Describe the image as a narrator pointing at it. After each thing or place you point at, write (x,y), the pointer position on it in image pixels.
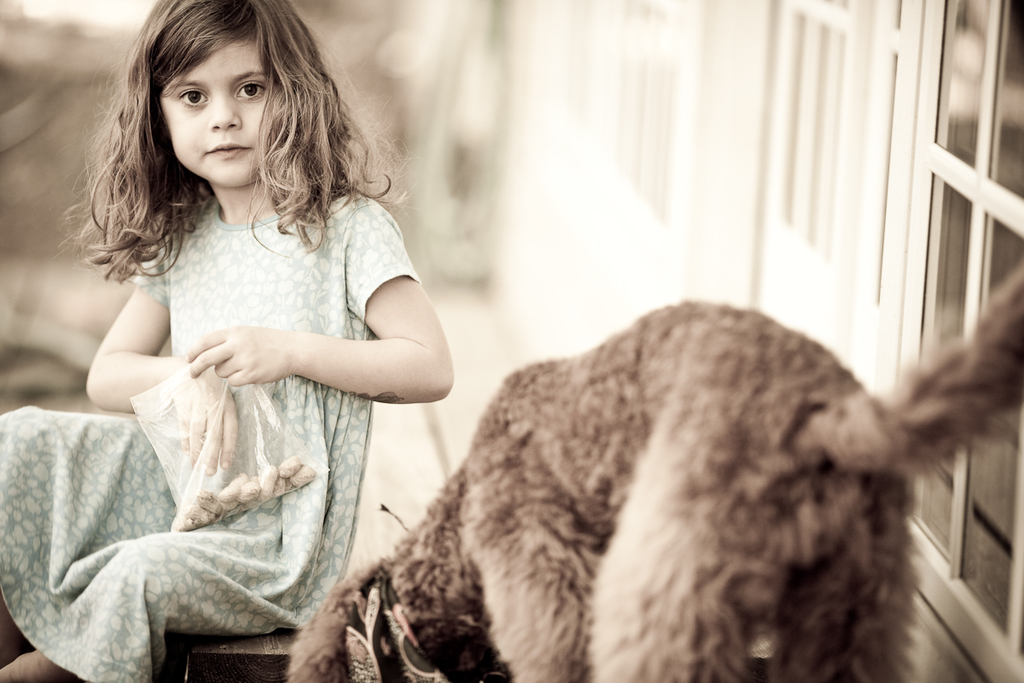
In this image there is a girl (270,267) sitting on the floor (404,488) by holding the packet (257,482). In front of her there is a dog (748,371). At the background (812,134) there is a building (733,168).
